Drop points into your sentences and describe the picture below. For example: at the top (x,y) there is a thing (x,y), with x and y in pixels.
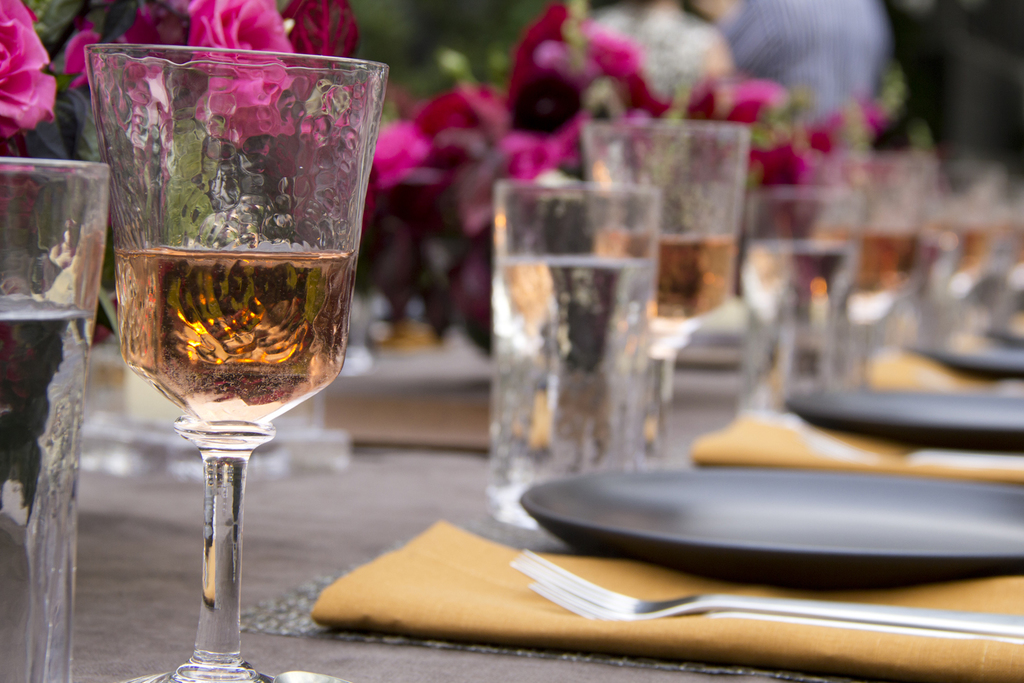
In this picture we can see the table (251,526), on which we can see some glasses (520,316), plates (761,505), flowers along with a fork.
